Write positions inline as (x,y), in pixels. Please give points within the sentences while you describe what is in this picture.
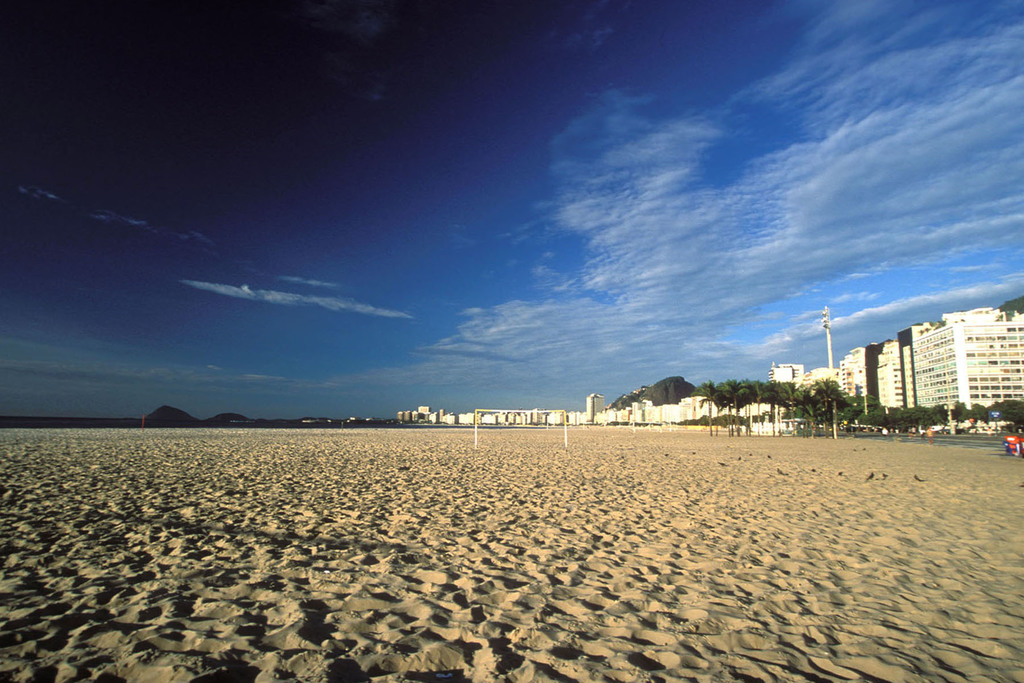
There is sand (455,553). On the right side (911,359) there are many buildings (953,366), trees (751,386) and poles (829,365). In the background (410,282) there is sky (621,255) with clouds (653,250).
